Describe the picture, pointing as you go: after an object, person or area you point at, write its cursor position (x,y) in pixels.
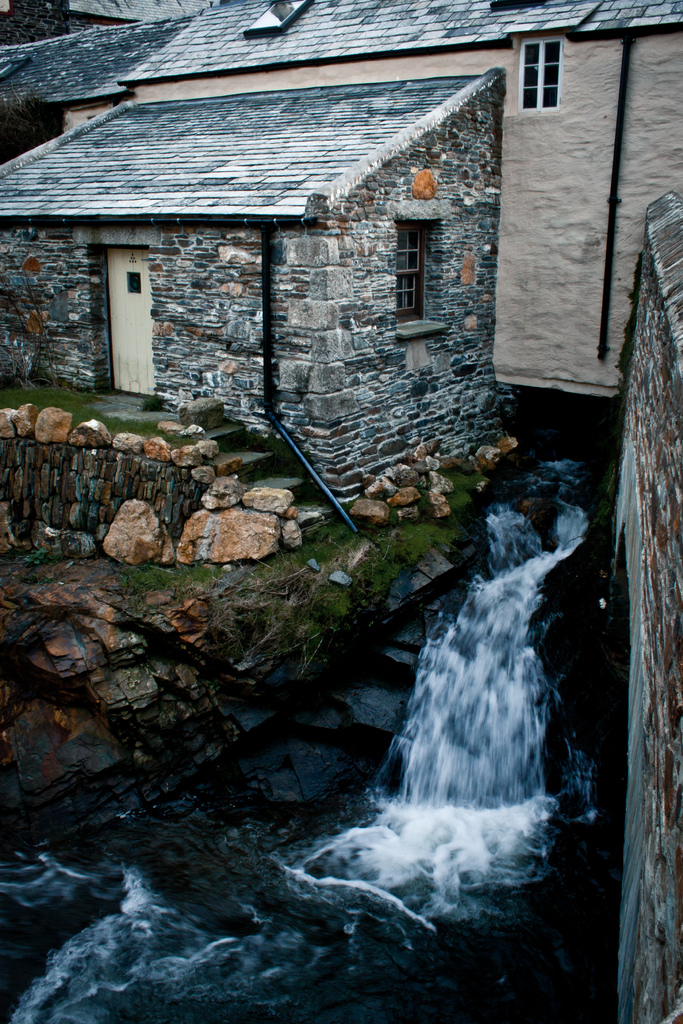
In this image I can see building (345,233), water (492,613), few stones (243,542) and grass (327,644).
